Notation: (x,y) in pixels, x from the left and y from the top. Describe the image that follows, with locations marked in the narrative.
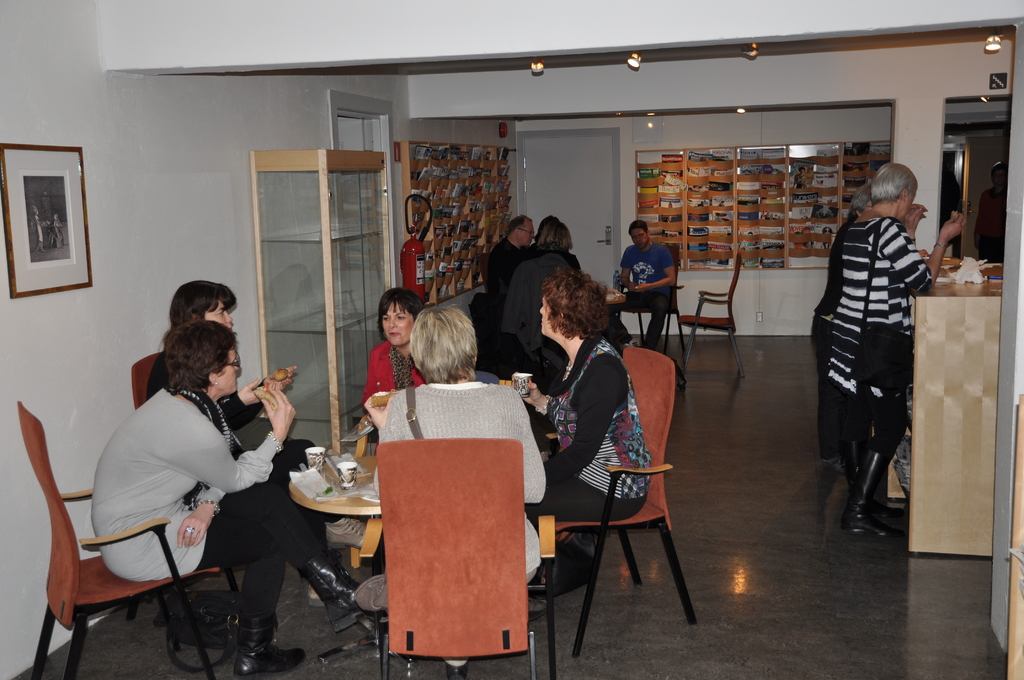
This picture shows few people (264,374) seated on the chairs (660,395) and we see couple of them (870,462) are standing and we see book shelf (679,165) on the wall (468,135).
